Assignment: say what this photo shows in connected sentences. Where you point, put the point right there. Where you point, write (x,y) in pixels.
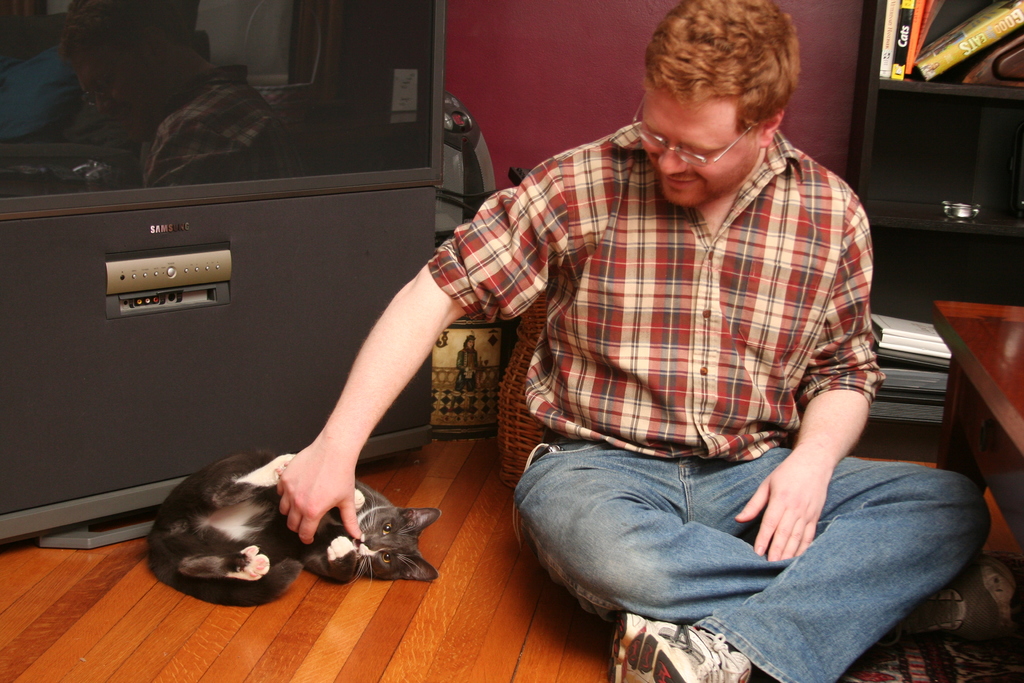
This image consists of a TV (209,128) on the left side (320,286), a cat (373,531) and a man (672,422) in the middle (637,410). There is a bookshelf (911,252) on the right side (1017,283). There is a table (973,345) on the right side (973,353). There are books (919,65) in bookshelves (965,262). Man (535,464) is holding the cat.
